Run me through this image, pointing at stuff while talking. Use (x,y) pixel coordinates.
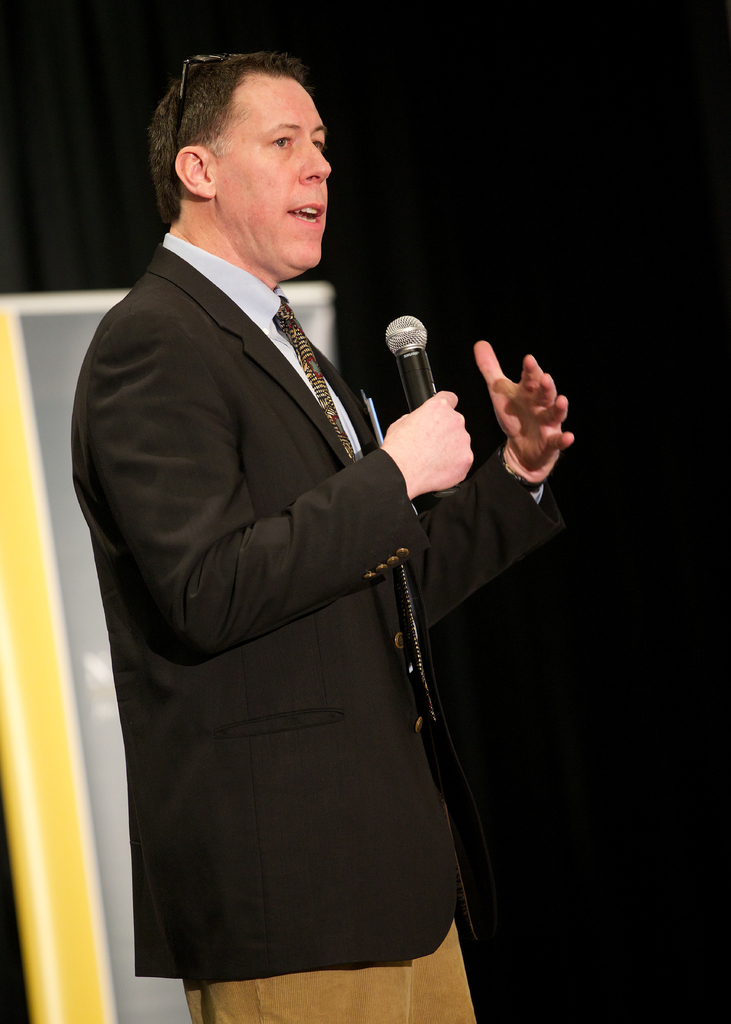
In the center (273,670) we can see one man (298,638) standing and holding microphone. In the background (452,115) there is a curtain (132,188) and banner (62,636).
